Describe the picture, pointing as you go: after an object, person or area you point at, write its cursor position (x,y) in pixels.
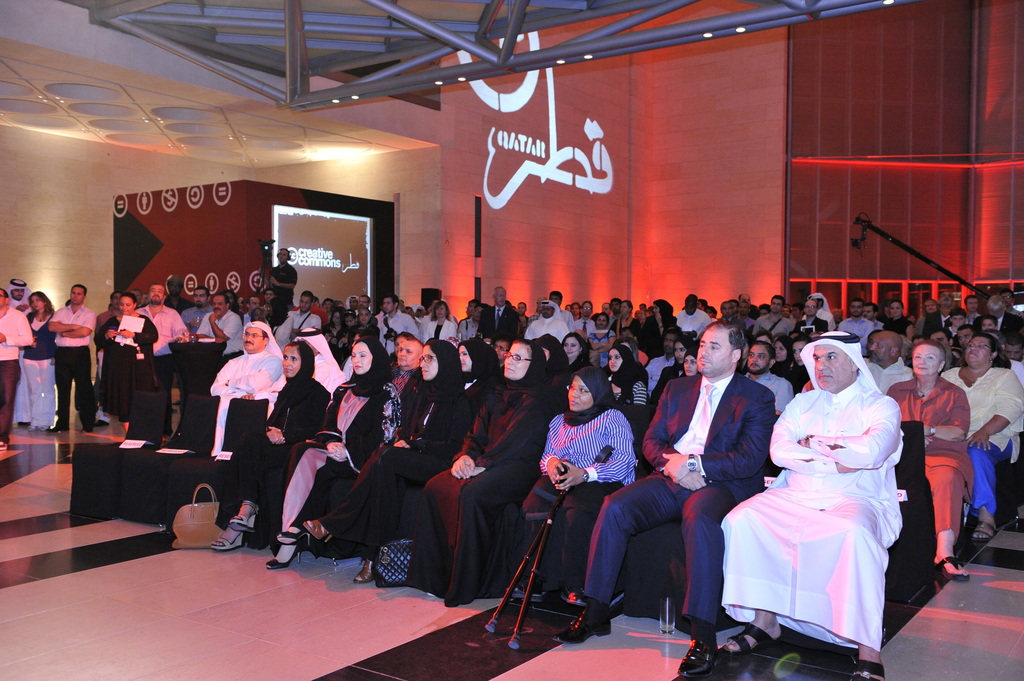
In this image we can see a few people (451,447), among them some are sitting and some are standing, on the background (412,264), we can see the wall (424,233) and a room (254,238), at the top of the roof (321,125) we can see some poles (850,8) and some people (578,431) are holding some objects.
